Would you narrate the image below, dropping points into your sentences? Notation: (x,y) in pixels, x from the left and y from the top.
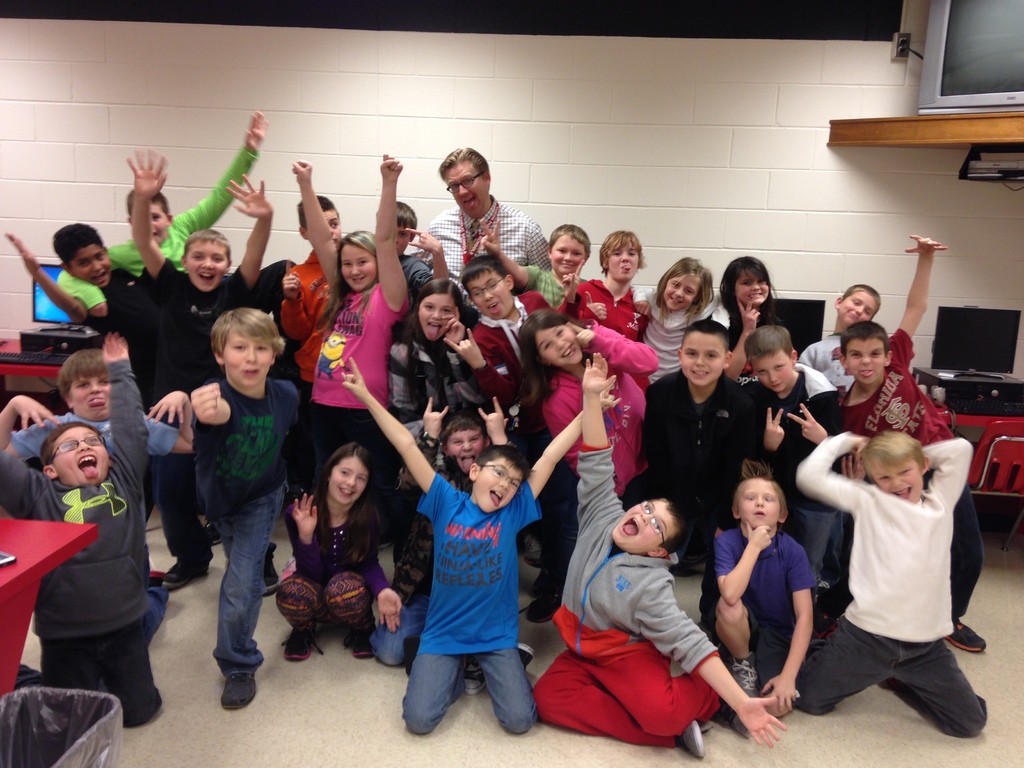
In this image we can see some people (617,370). In the background of the image (548,187) there is a wall (285,245), monitors (983,326), keyboards (983,408), table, chair (981,483) and other objects (984,382). On the right side (1012,62) top of the image (979,7) there is a television (964,59), wooden object (973,122) and other objects (981,162). On the left side (35,558) bottom of the image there is an object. At the bottom of the image (389,715) there is the floor (305,681).
